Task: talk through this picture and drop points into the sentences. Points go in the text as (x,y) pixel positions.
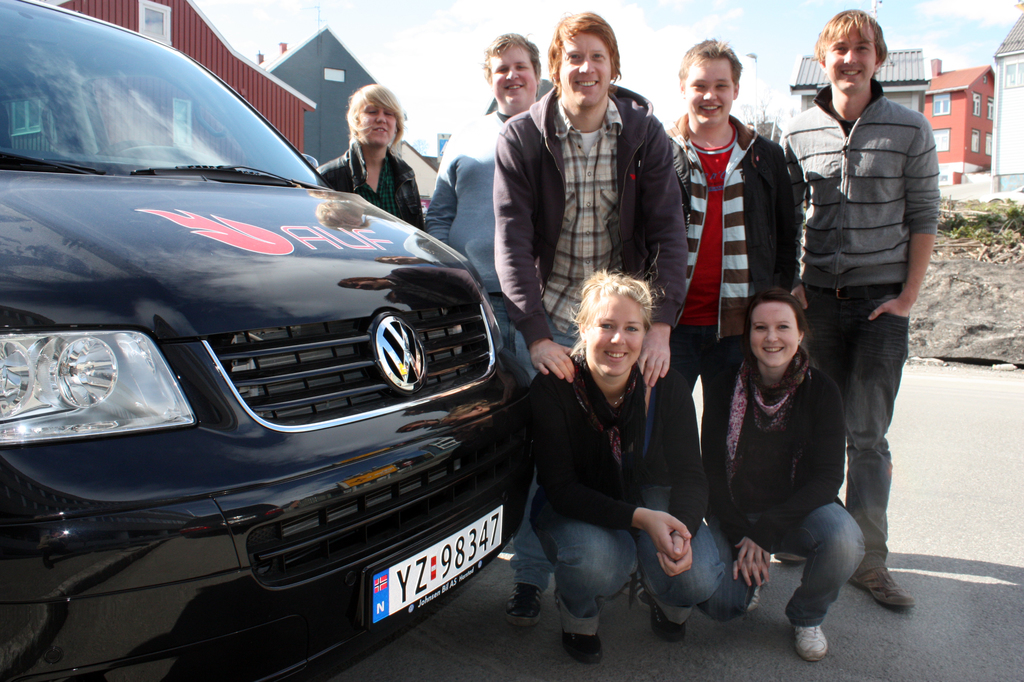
In this image we can see a group of people (744,433) standing on the ground (478,645), a vehicle (362,342) with number plate (457,535) and text (424,569) is parked on the ground (490,636). In the background (983,222), we can see some plants (1007,219), buildings (989,120) with windows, roofs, poles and the sky (423,58).
